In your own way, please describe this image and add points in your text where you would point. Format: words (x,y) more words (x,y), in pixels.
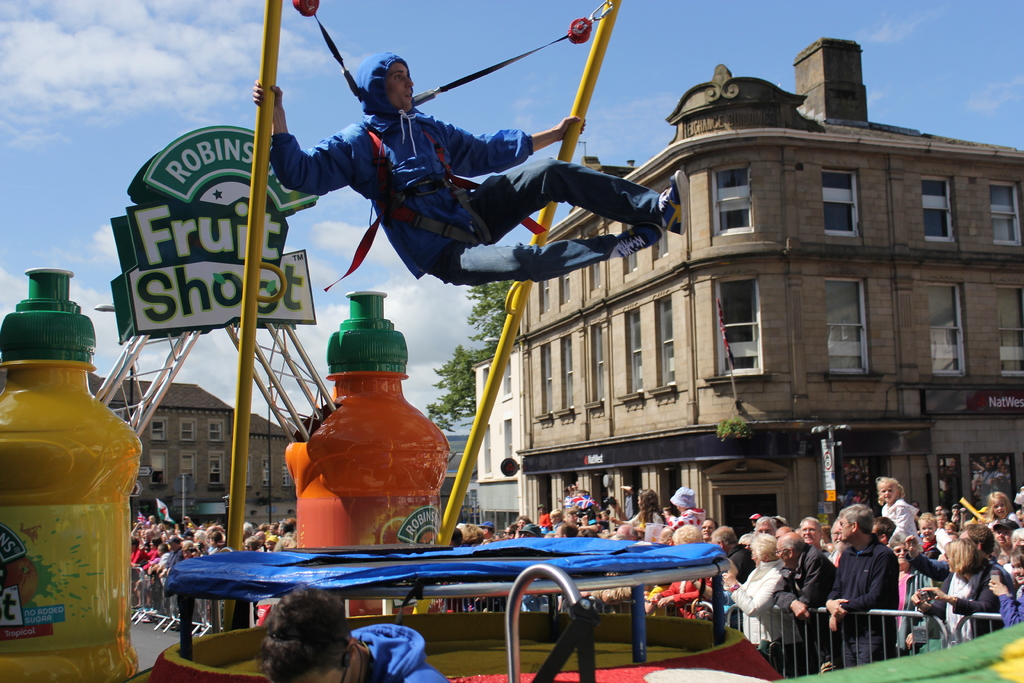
There is a man (466,202) performing some activity here. He is wearing a blue hoodie (408,182) and a jean pant (614,219) with shoes (672,220). There are some people (693,535) in the background (793,542) watching this man's (442,199) activity. There are two bottles (371,493), one is in orange color and the other is in yellow color. We can observe a building (631,369) here with number of windows (748,217). Above the building (834,202) there is a sky (542,56) and some clouds (102,56) here.
